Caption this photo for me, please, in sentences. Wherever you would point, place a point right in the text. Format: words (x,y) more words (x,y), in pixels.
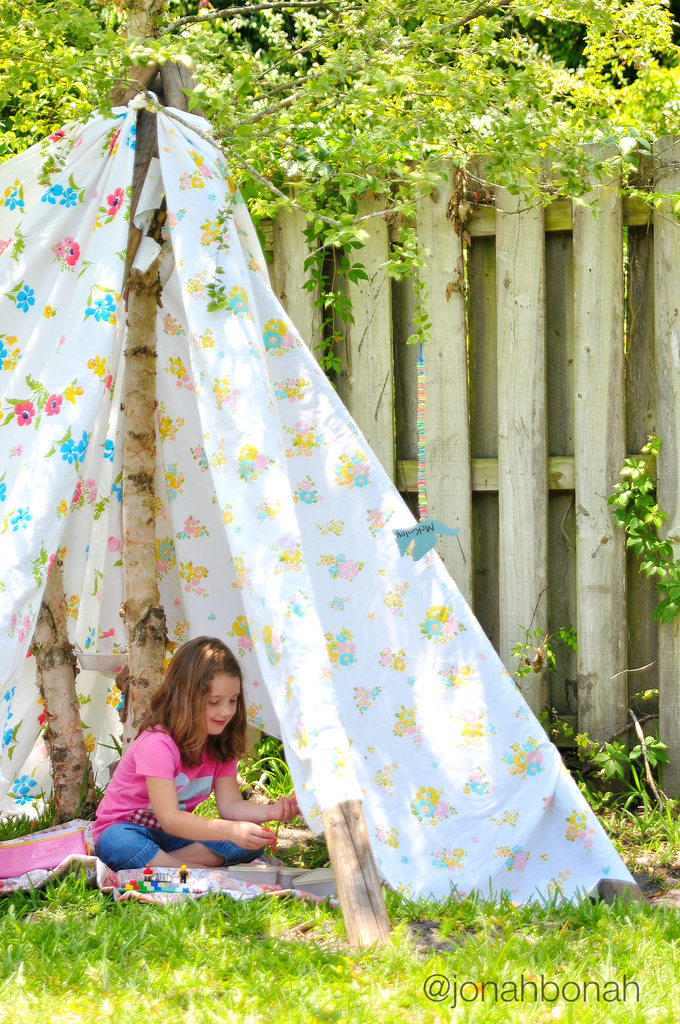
At the bottom of the image (362,1000) there is grass (650,992). In the middle of the image (375,547) there is a cloth (46,178) and a girl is sitting on a mat (261,893). Behind the cloth (74,128) there is fencing (675,312). Behind the fencing (662,169) there are some trees (272,148).
